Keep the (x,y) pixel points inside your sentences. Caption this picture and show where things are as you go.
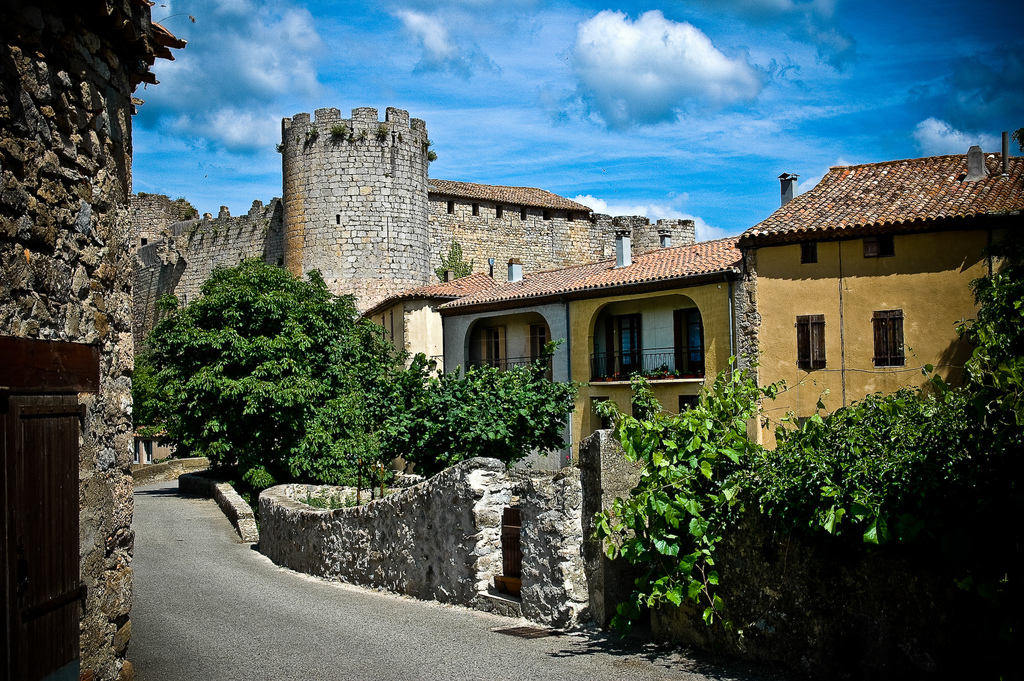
In the image there is a fort (343,225) and beside the fort (382,230) there is a building (520,333), there is a road (178,505) in between the fort (140,241) and the building (587,366), around the road (194,586) there are few trees (690,441).
